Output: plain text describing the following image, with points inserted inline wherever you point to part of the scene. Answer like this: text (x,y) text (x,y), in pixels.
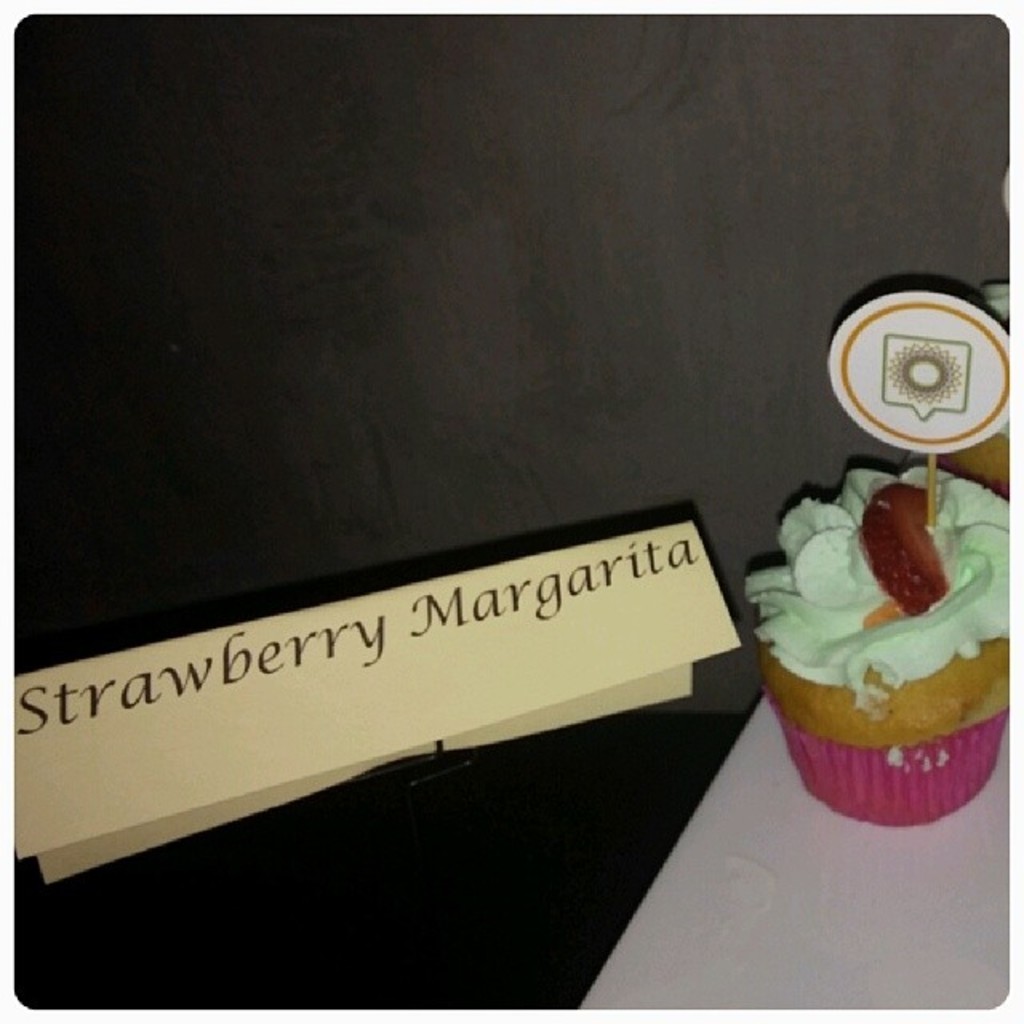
In this image, we can see a name board (350,664). Right side of the image (918,695), we can see cupcakes (995,730) with cream (856,625) is placed on the white surface (832,909). Background (707,382) we can see black color.
